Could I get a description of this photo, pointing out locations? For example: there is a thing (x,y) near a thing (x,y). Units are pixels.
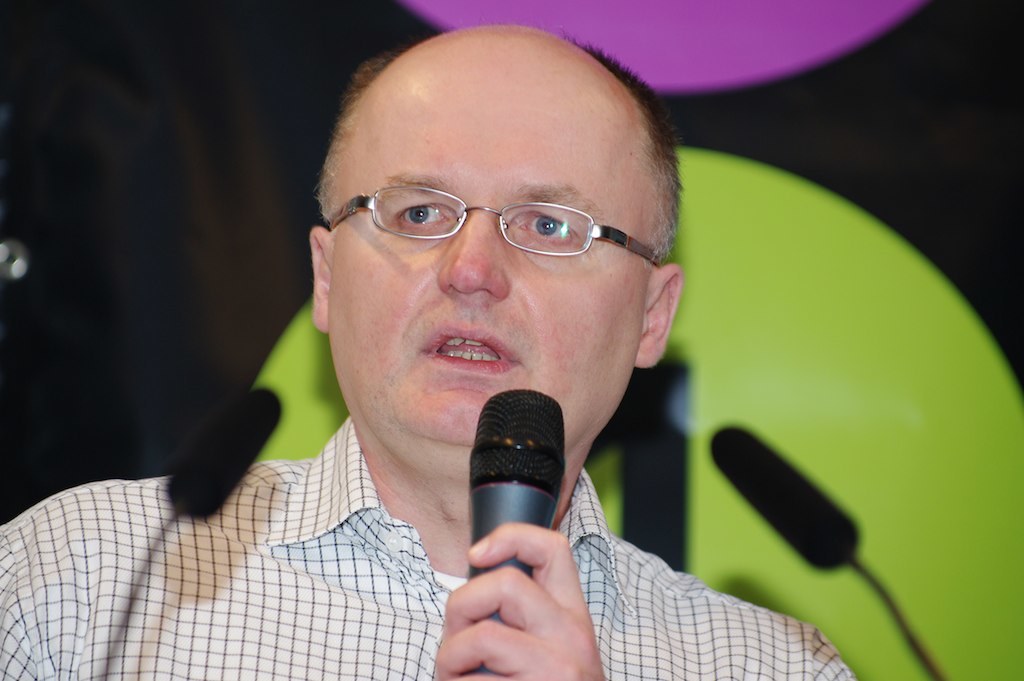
In this picture we can see a man (563,584) holding a mike (540,470) in his hand (529,564) and talking. He wore spectacles (502,210). His shirt (328,562) colour is white and we can see black colour stripes (258,647) on it.
